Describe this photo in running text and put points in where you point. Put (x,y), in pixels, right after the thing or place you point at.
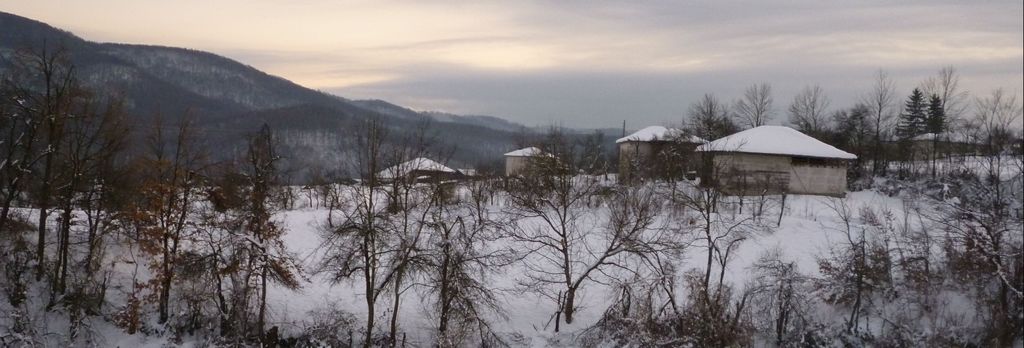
In this image we can see trees (624,237) and huts (781,193). Also there is snow (804,234). In the back (384,126) there are hills (368,113) and there is sky (626,55) with clouds (718,60).
